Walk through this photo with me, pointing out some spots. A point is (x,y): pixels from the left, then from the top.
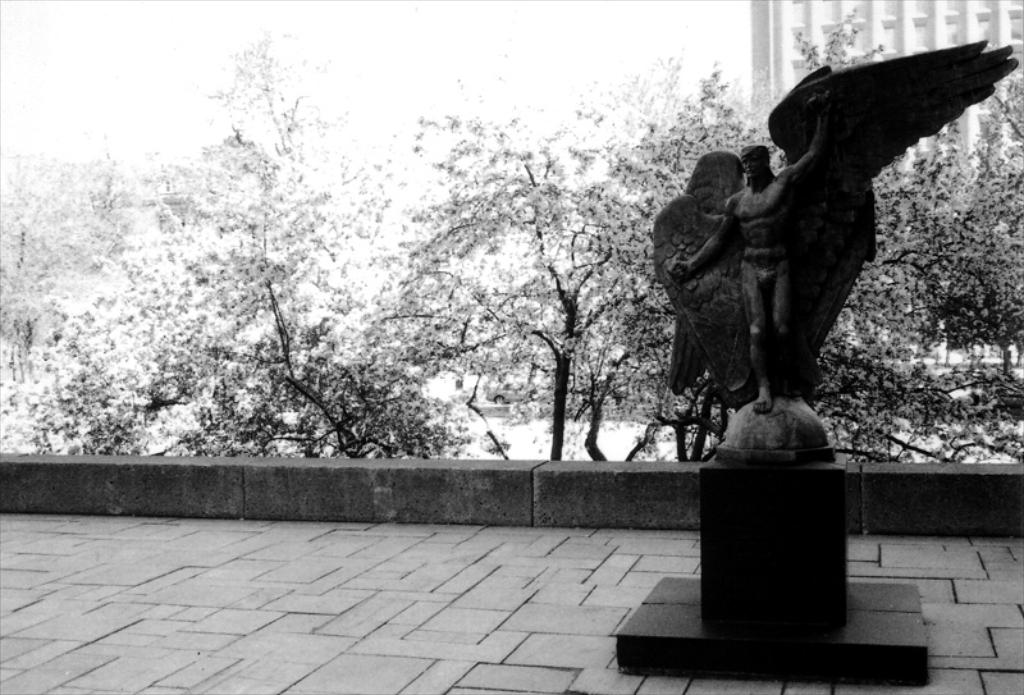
To the right side (770,284) there is a statue (770,284) of man (759,234) with wings (796,203). He is standing. To the bottom (398,581) there is a footpath (326,541). In the background (372,310) there are trees (516,194) and to the right side (915,31) top corner there is a building (953,25).
